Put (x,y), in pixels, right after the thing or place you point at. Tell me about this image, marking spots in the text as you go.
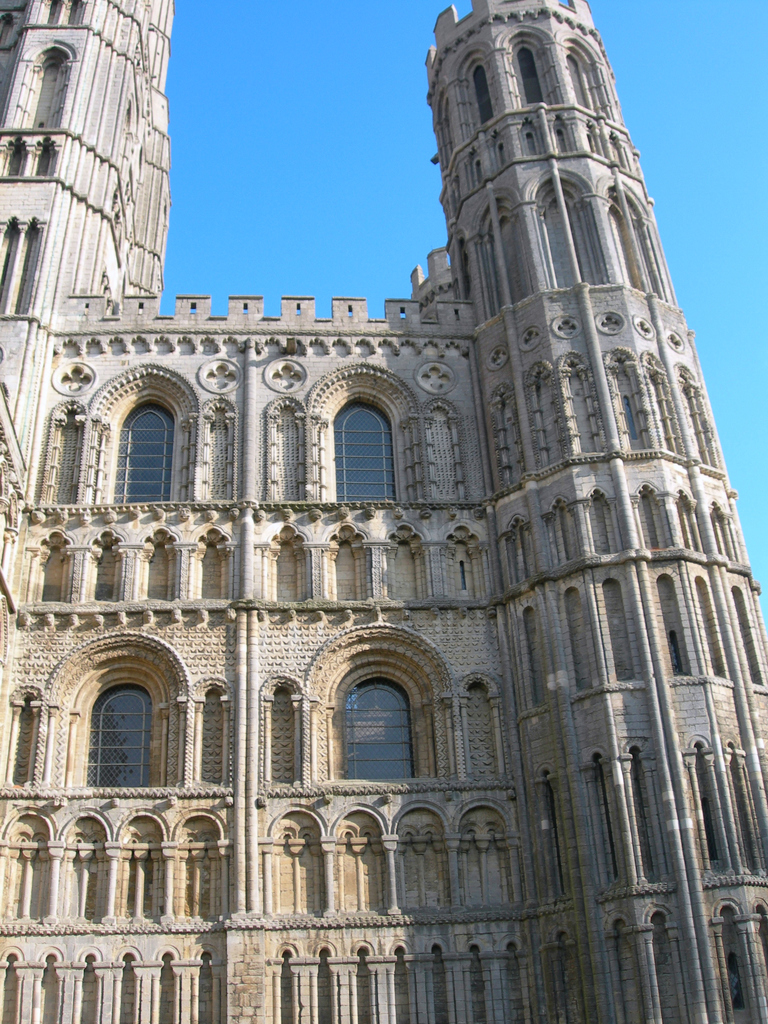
In this image I can see the building (358,553). At the top (331,129) I can see the sky (346,176).
